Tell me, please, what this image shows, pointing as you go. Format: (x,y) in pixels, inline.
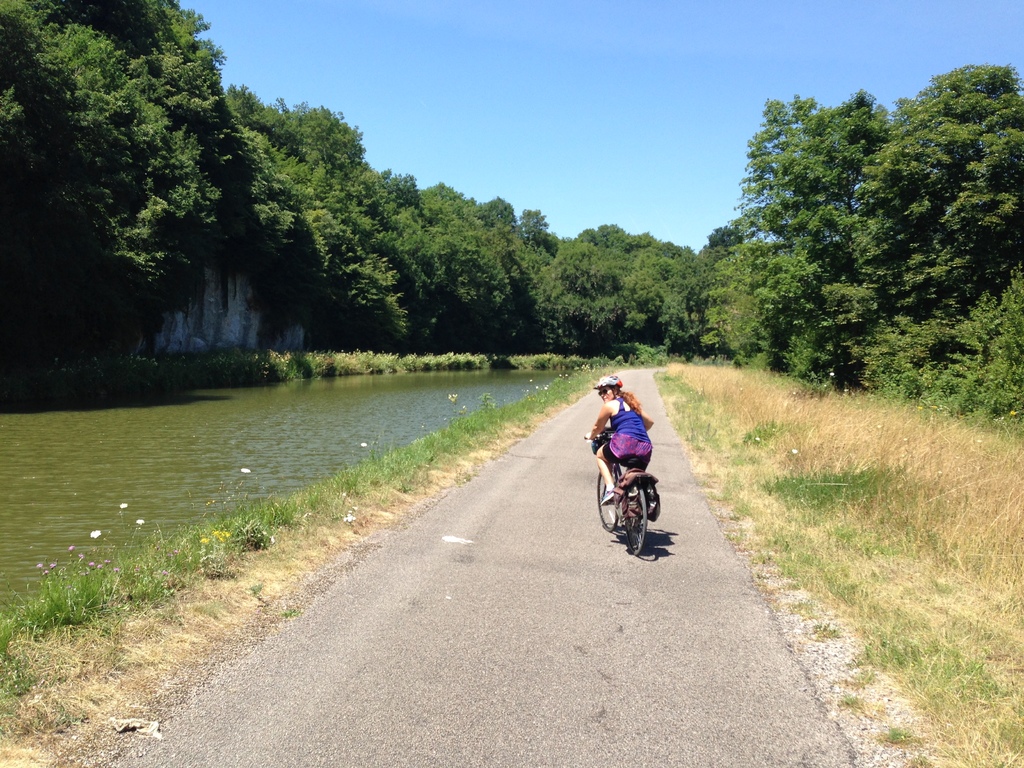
In this picture we can see a woman (623,415) riding a bicycle (643,507) on the road (427,580). There is water (115,437). Some grass (257,506) is visible on the ground (436,502). We can see a few trees (368,215) in the background (534,266). Sky (421,100) is blue in color.
